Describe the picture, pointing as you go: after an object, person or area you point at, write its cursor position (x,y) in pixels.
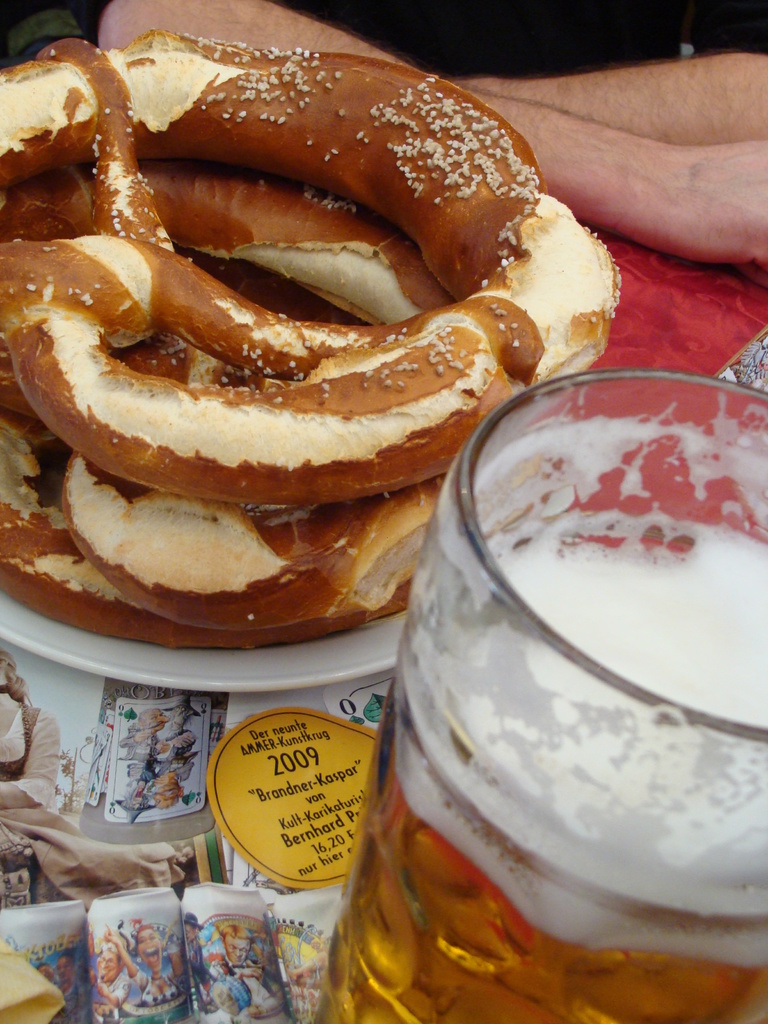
Here we can see glass (428,694) with drink (484,744) and food (536,214). Background (704,204) we can see human arms (704,176).
